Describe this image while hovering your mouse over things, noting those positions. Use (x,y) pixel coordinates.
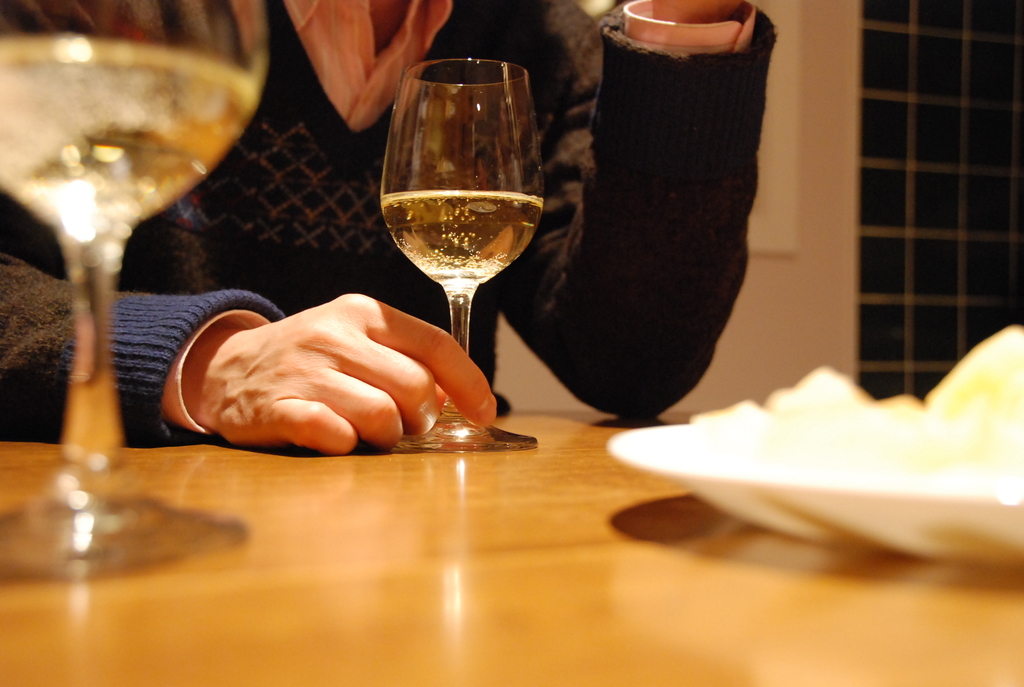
In the middle of the image (546,455) there is a table (515,509), On the table (567,464) there is a glass (484,94). Top left side of the image (155,54) there is a glass (71,496). Bottom right of the image (1006,474) there is a plate (682,432) on the table (459,638). Top right side of the image (799,107) there is a wall (818,41).
